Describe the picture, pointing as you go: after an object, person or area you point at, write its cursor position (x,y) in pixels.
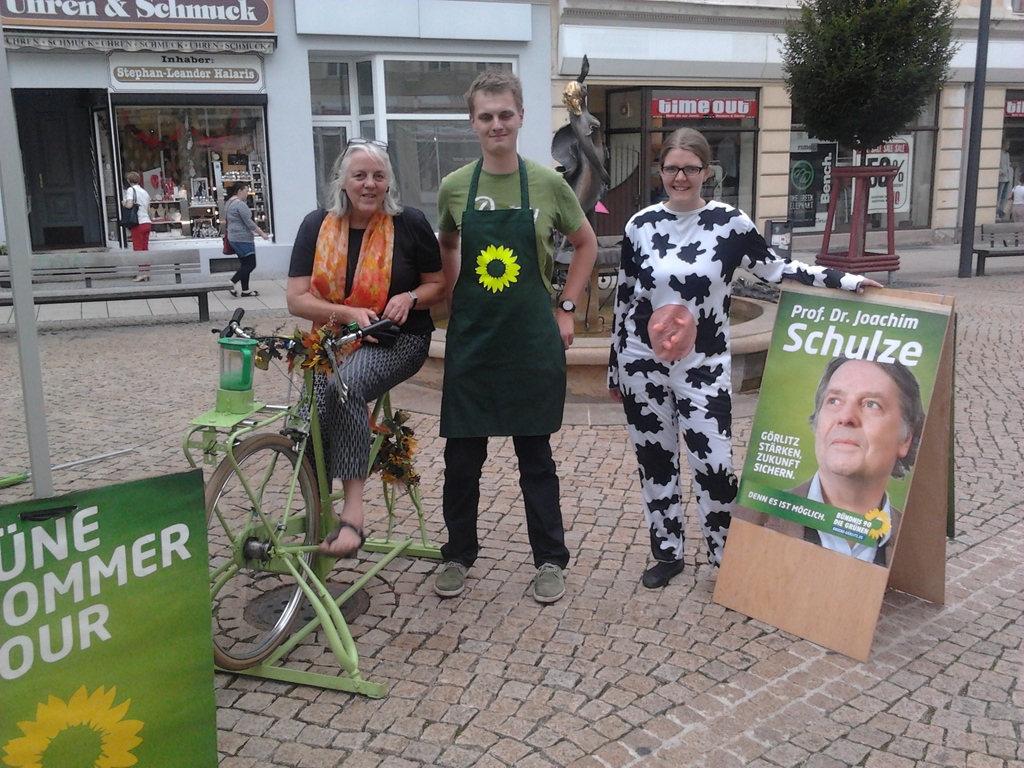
The picture is clicked on a street (141,374) where a lady (334,427) is sitting on a bicycle (301,466) and two people (447,405) beside her. There is also a poster (851,316) called prof DR. Joachim Schulze to the right side of the image (765,399). In the background (753,192) we observe few shops (282,103) which have glass doors (726,152).
